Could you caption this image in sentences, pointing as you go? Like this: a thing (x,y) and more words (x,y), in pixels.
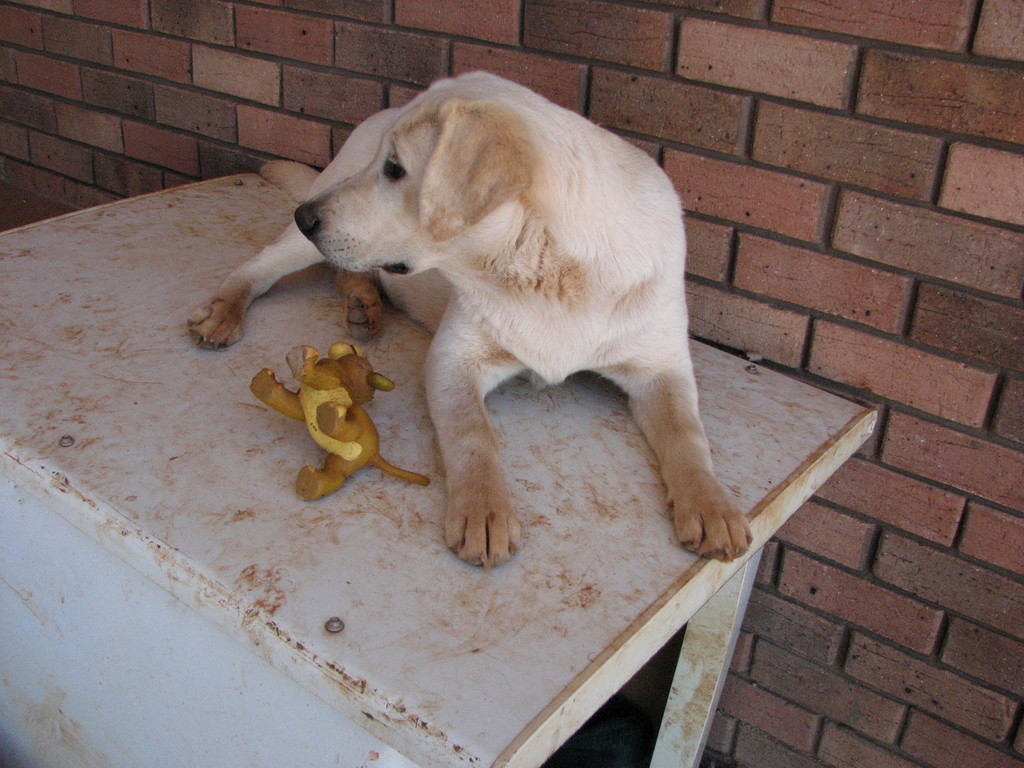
In this image we can see a dog (446,259) on the table (400,598). In the background (423,76) there is a wall (423,76).
